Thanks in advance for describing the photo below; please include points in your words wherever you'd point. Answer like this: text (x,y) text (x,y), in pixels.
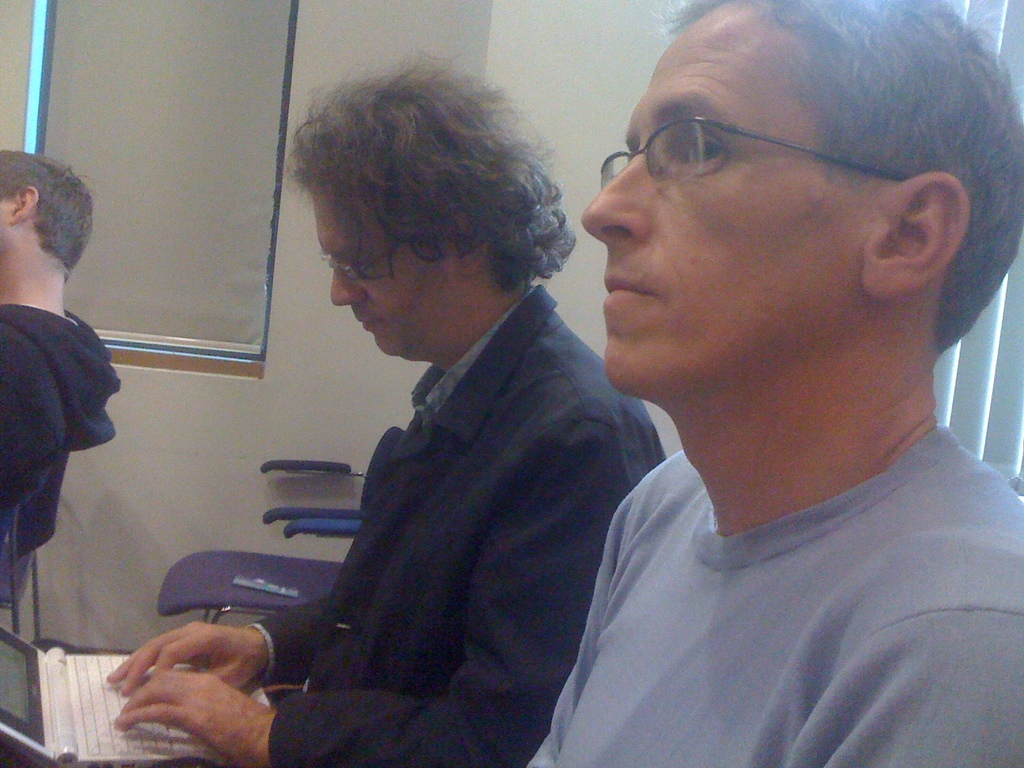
In this image, we can see people (466,318) sitting on the chairs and some are wearing glasses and one of them is holding a laptop (95,697). In the background (518,51), there is a wall (321,75) and we can see a window (139,349) and a curtain (973,354).
